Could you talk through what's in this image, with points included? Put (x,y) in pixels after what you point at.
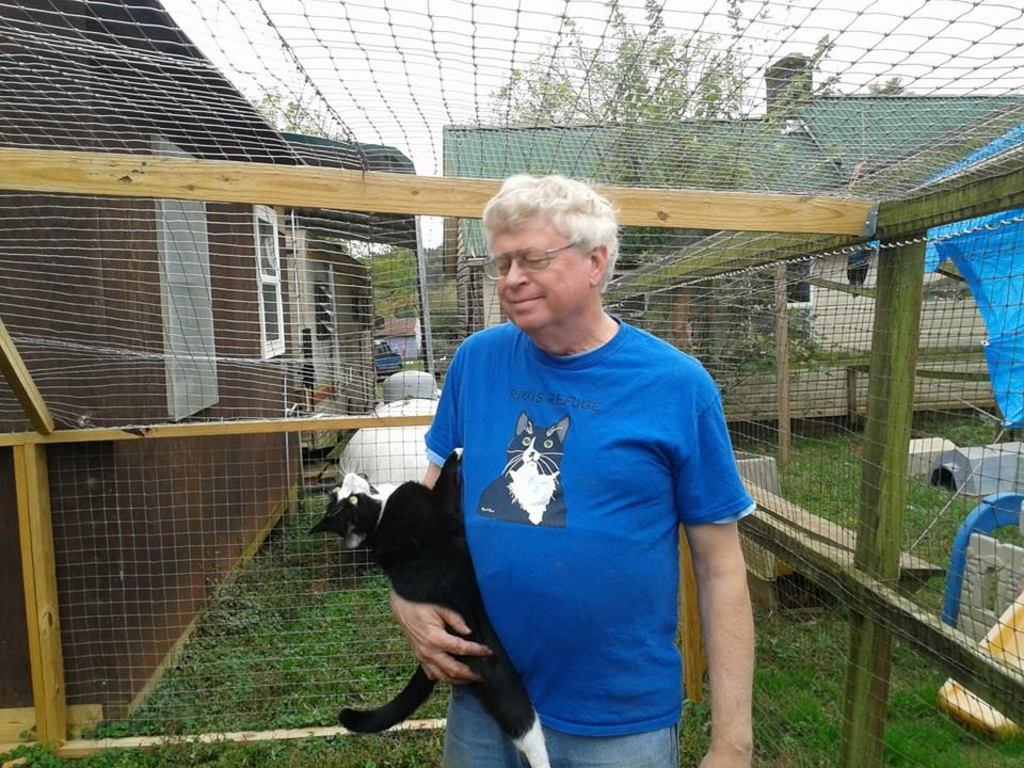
In this image there is a man (554,394) with glasses (530,260) and blue t shirt (602,469) and holding a cat (438,575) and he is standing on the grass (350,748). Behind the man (592,390) there is a fence (643,176) and behind the fence (893,283) we can see houses (316,239) and also trees (527,106). Sky (398,25) is also visible.
